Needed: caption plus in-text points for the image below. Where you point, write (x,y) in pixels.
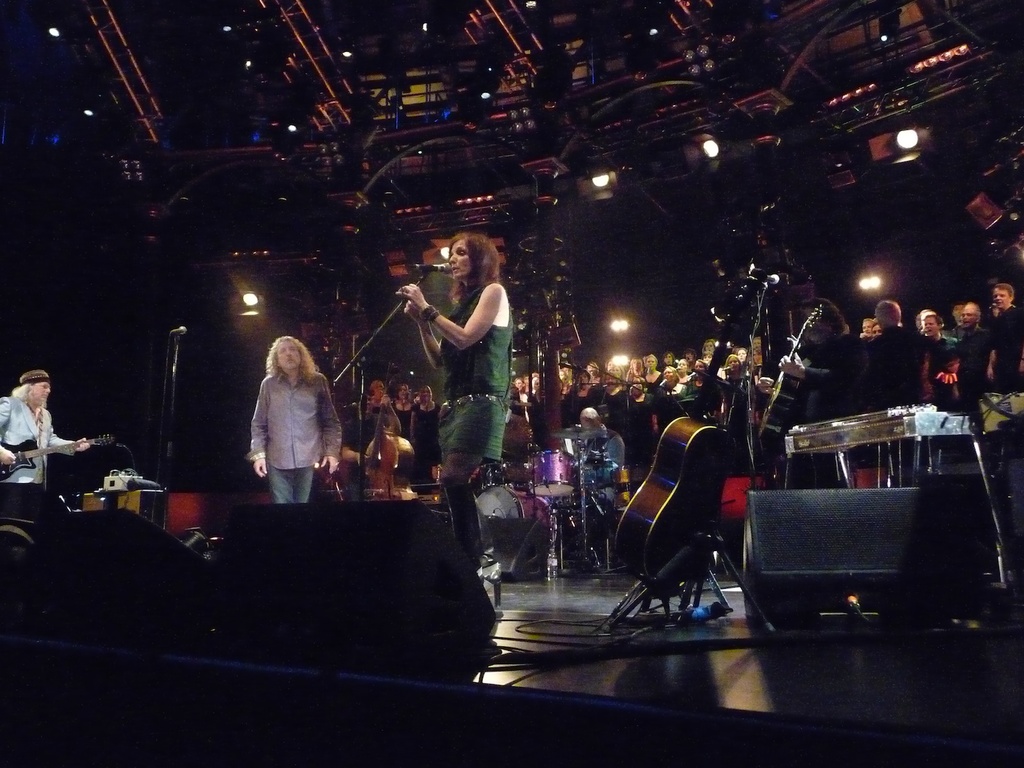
In this image we can see four people (484,381) performing, on left side (26,418) man (60,439) is playing a guitar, in the middle (481,360) the woman (479,349) is singing as we can see, on the right side (821,356) we can see a man (832,384) playing a guitar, in the background (682,397) group of people (682,397) looking at the performance, in front (683,489) we can see one guitar (684,502) and in the background (592,501) there are some musical instruments (568,493) like drums (570,476) and cymbal (566,433), on the top of the image (587,174) we can see some lights (604,175) here.
